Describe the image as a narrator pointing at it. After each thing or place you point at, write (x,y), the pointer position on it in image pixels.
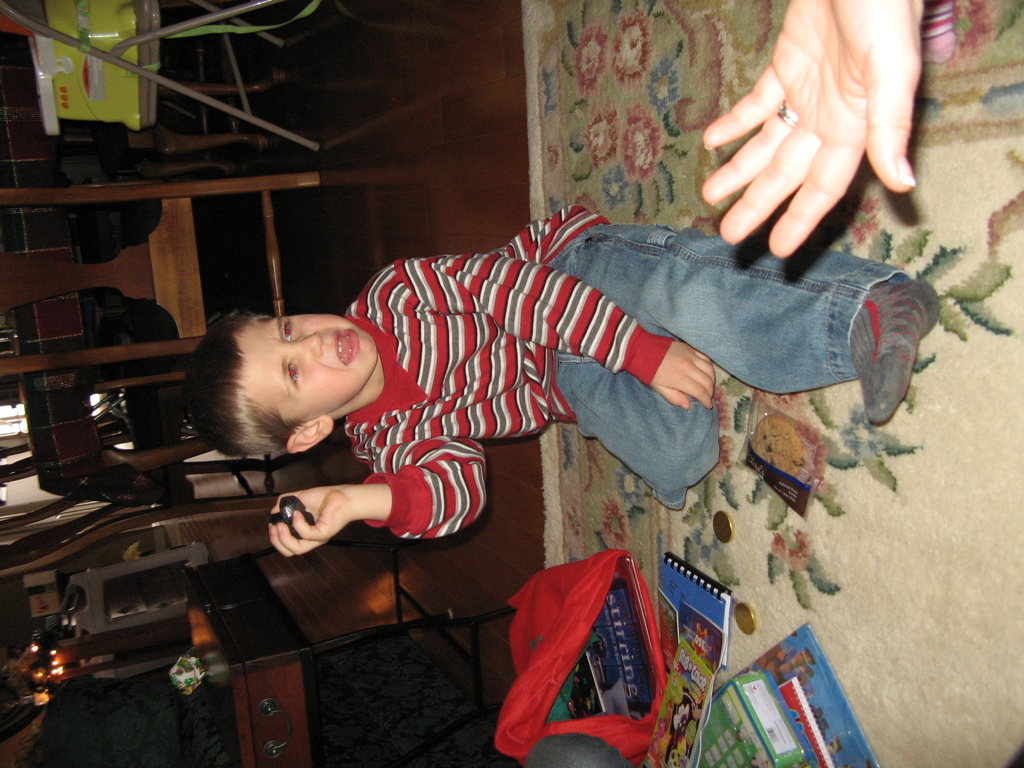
This image is clicked inside a room (328,289). There are tables (246,577) and chairs (149,509) on the left side (166,327). There is a kid (780,332) sitting in the middle (532,390). There are books (590,712), covers (594,637) and boxes (729,706) at the bottom (544,686). There is a person's hand (726,141) at the top (732,160).
